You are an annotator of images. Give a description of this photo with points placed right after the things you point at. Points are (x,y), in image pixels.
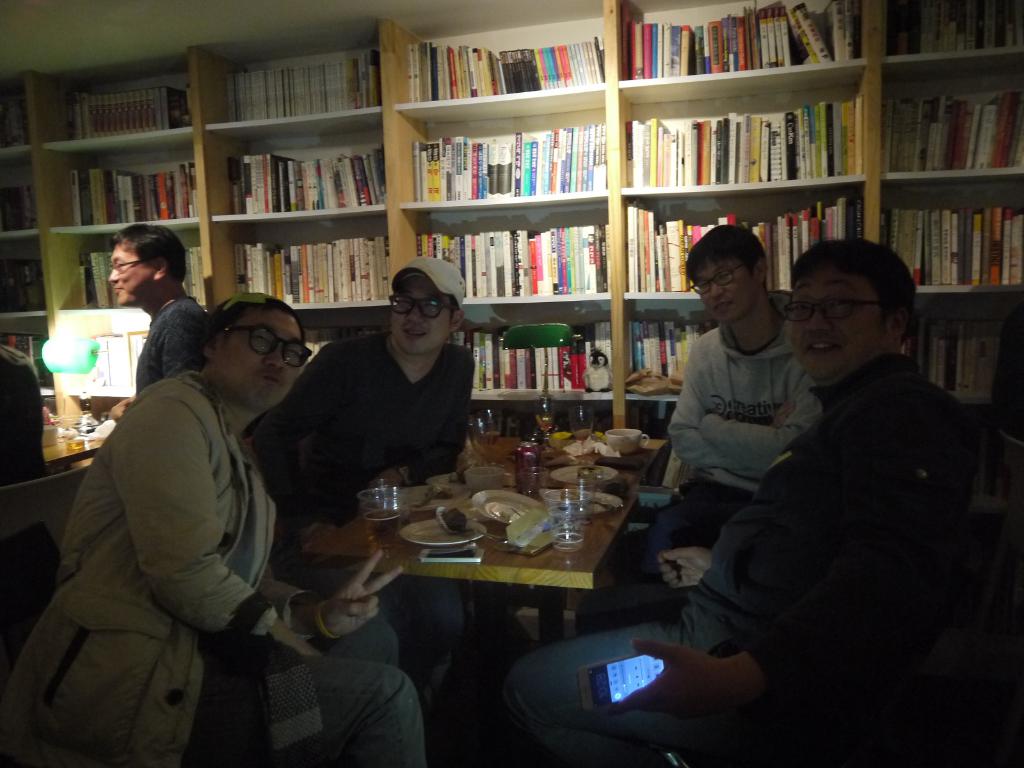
In the foreground of the picture (329,386) there are people (844,611), tables (555,463), glasses (70,441), plates (517,504), tissues (573,452), cloths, electronic gadgets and other objects (613,462). In the background (295,144) there are shelves (395,200), in the shelves (439,105) there are books (549,152).
